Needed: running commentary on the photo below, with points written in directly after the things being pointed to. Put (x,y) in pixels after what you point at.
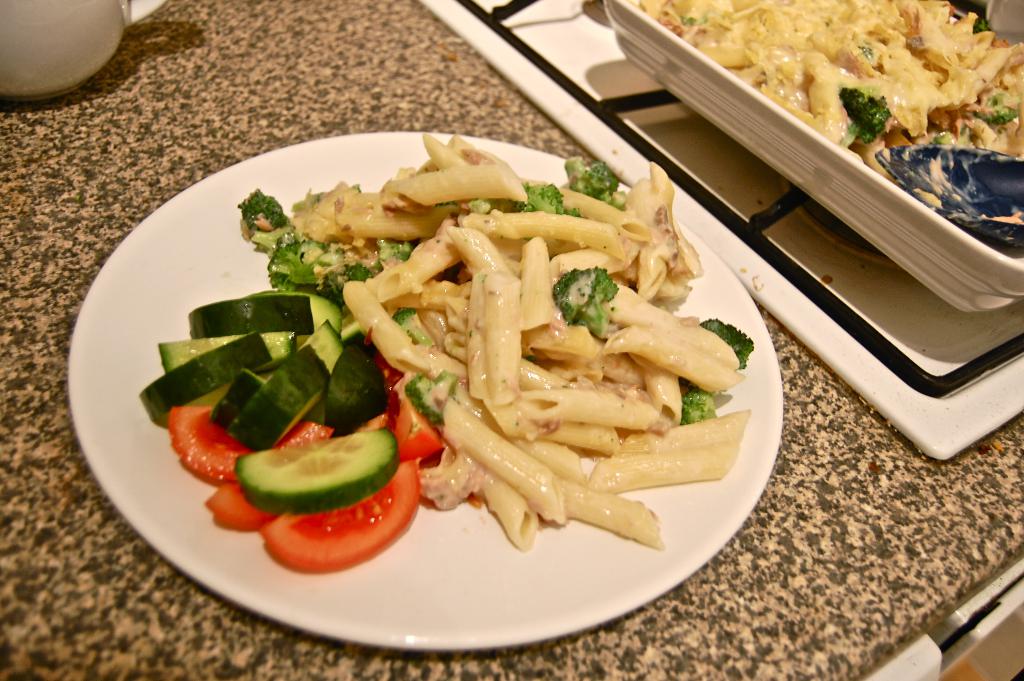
In the center of the image (420,230) we can see salad (365,381) in plate (220,196) placed on the table (808,624). On the right side of the image (815,104) we can see food (867,100) in the bowl (894,217). At the top left corner (103,50) we can see cup (55,81).
